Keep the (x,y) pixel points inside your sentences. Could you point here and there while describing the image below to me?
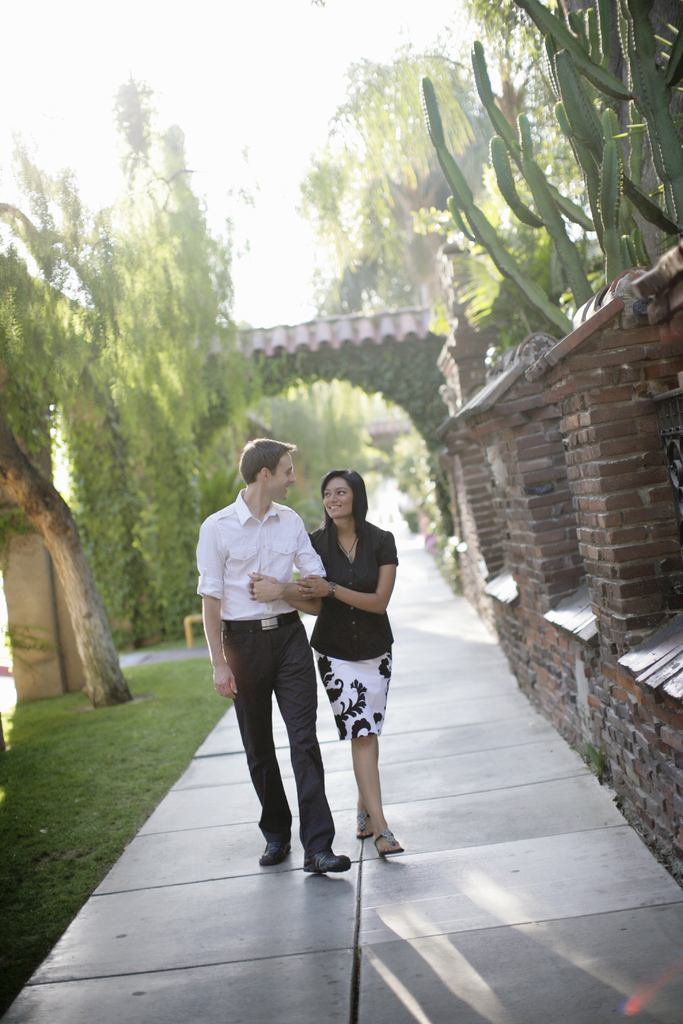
In this image we can see a man (264,689) and woman (330,683) is standing. They are wearing black and white color dress (265,660). Behind trees (77,438) are there. Right side of the image (602,492) brick wall (560,569) is present. Left side of the image (155,724) land (98,765) covered with grass (81,820) is there.
